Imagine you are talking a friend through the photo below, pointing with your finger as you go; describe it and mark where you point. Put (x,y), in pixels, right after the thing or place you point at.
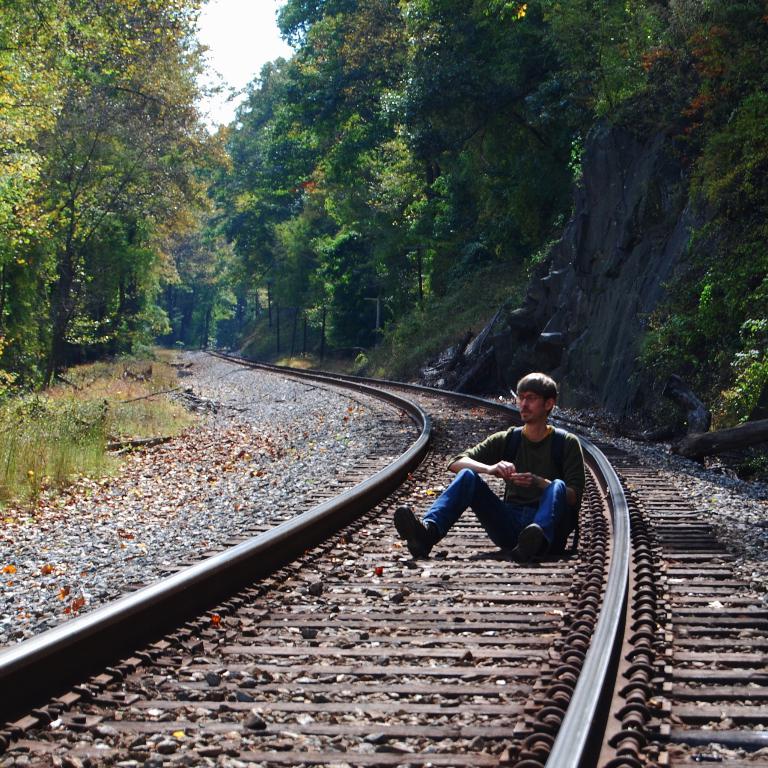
In this image we can see a person (436,504) sitting on the railway track (450,571), there are some trees (547,221), grass (136,416), rocks (160,514) and mountains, also we can see the sky (258,50).
